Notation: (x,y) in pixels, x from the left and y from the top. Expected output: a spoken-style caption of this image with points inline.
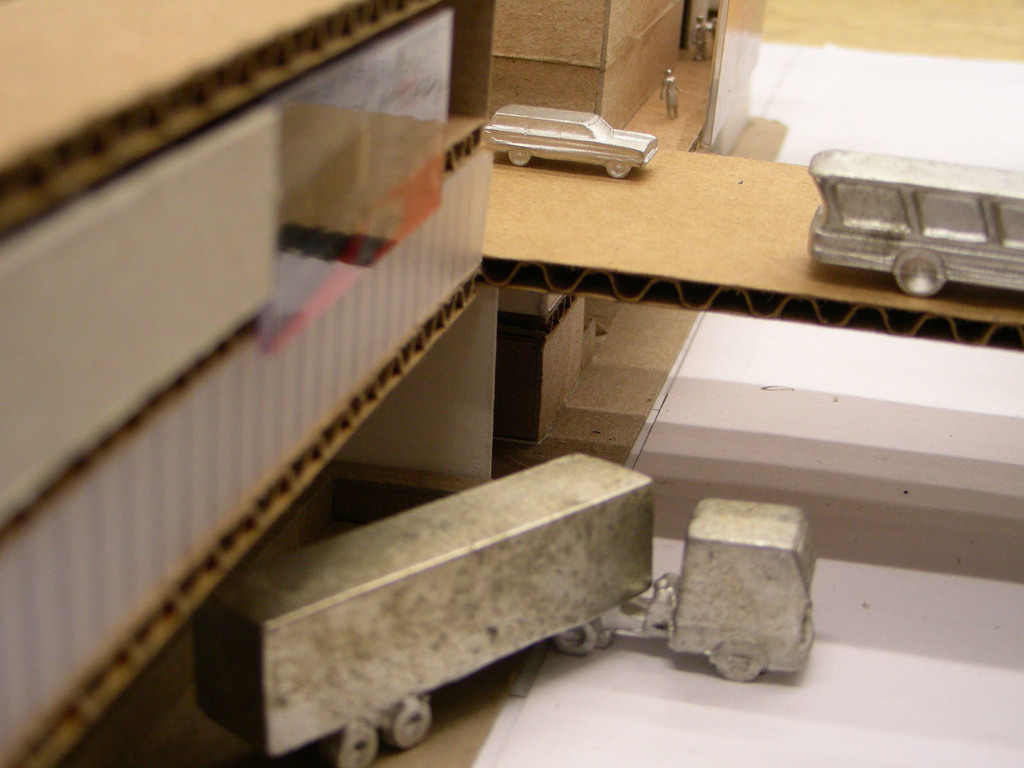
In this image we can see some cardboard box (444,324). We can also see the depiction (614,142) of persons (696,27) and also vehicles (962,247) on the path (771,234) and also on the surface (876,416).
